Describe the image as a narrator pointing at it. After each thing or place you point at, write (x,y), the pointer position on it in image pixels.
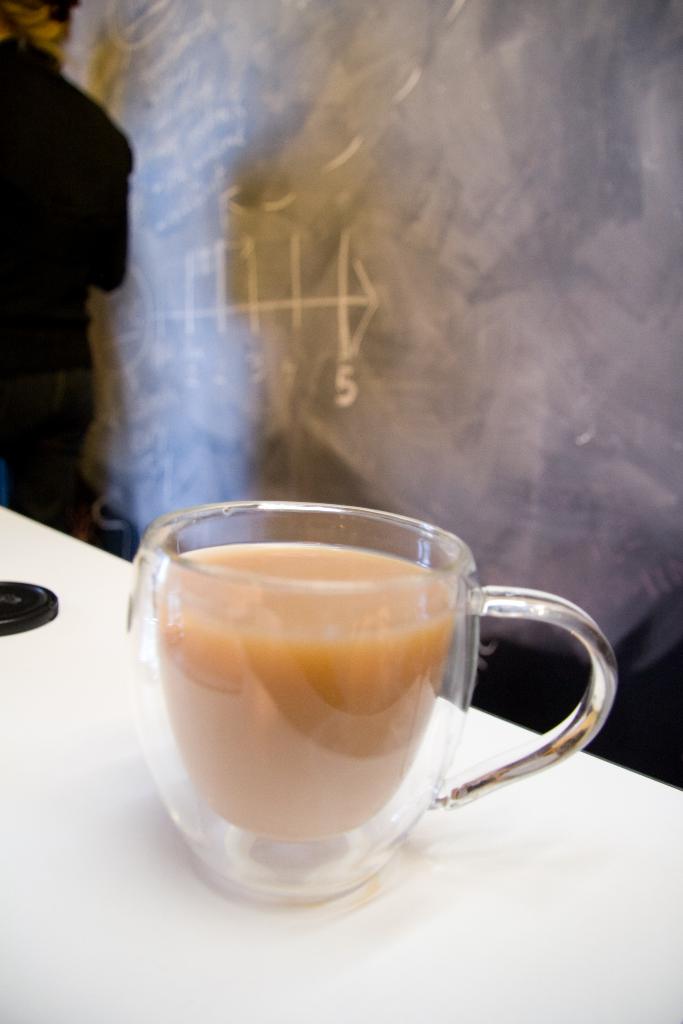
In the center (330,671) we can see coffee cup (455,641) on the table (400,874). On the back (231,254) we can see one person (61,178) standing and wall (327,256).
